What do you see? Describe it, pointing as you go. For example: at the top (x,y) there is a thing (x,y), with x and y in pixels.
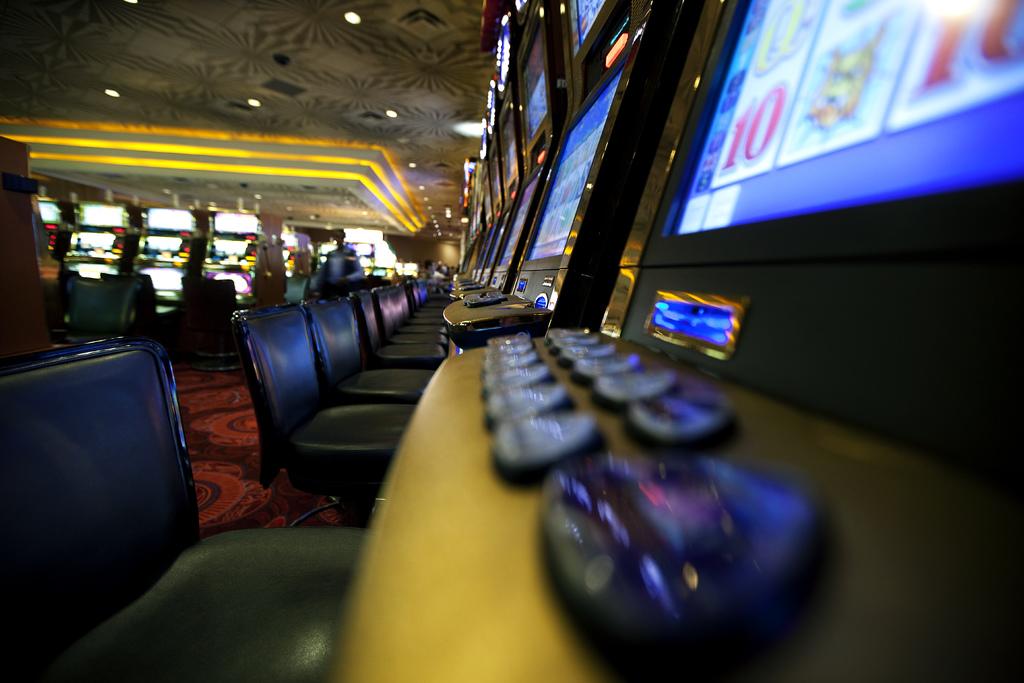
In this image, I can see the chairs (310,349). I think these are the kind of video games (737,306) with the screen (705,223) and the buttons (607,510) on it. These are the lights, which are attached to the ceiling (380,38). This looks like a carpet (200,414) on the floor (188,382).
